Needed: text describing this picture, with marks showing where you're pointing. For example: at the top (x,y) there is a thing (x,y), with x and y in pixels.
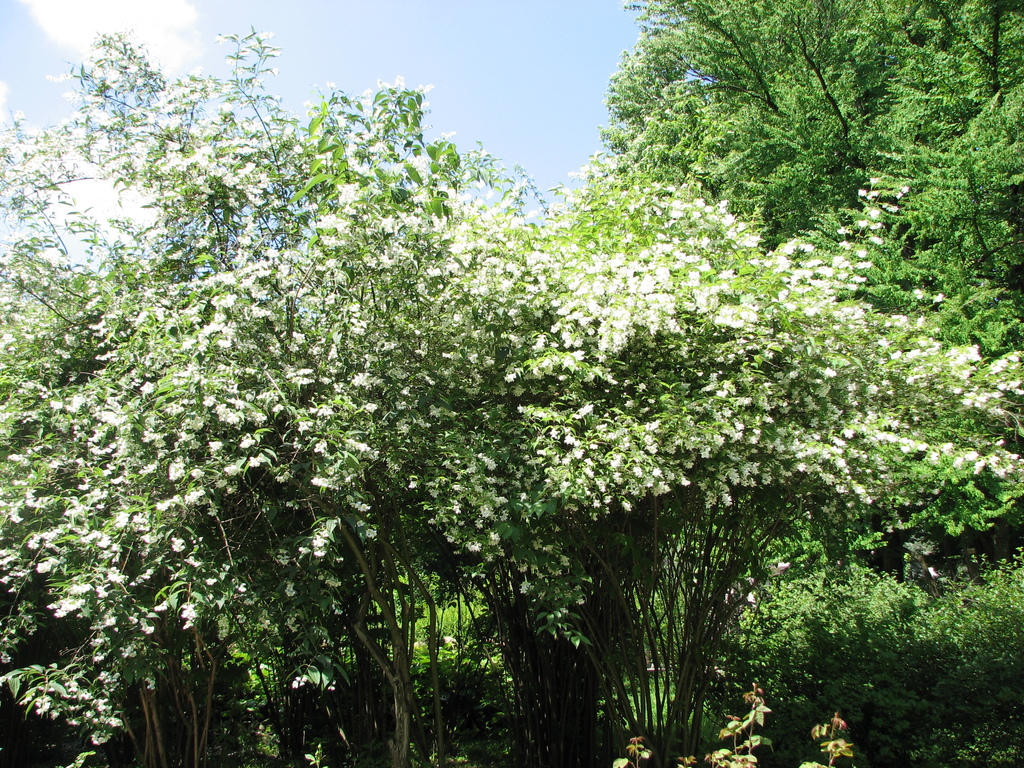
In this image there are trees (492,412) and the sky (284,35) is blue.
